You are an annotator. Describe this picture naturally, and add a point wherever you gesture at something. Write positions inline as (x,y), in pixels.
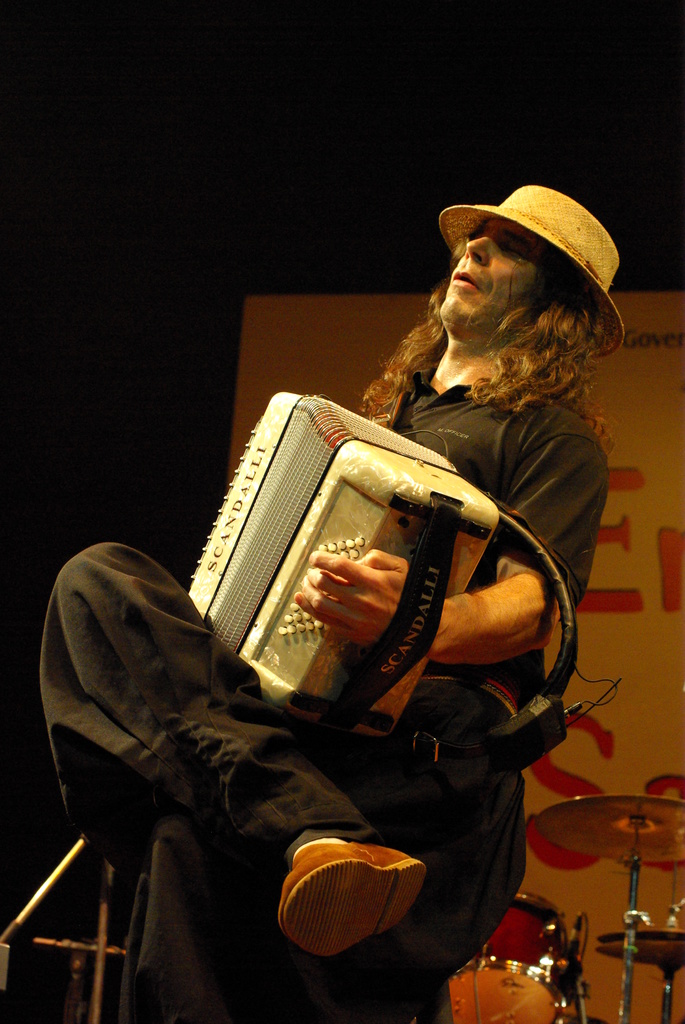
In the picture I can see a person (392,593) wearing black color dress (386,739) sitting on a chair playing some musical instrument (321,523) and in the background (567,941) I can see drums (545,910) and board (649,441).
